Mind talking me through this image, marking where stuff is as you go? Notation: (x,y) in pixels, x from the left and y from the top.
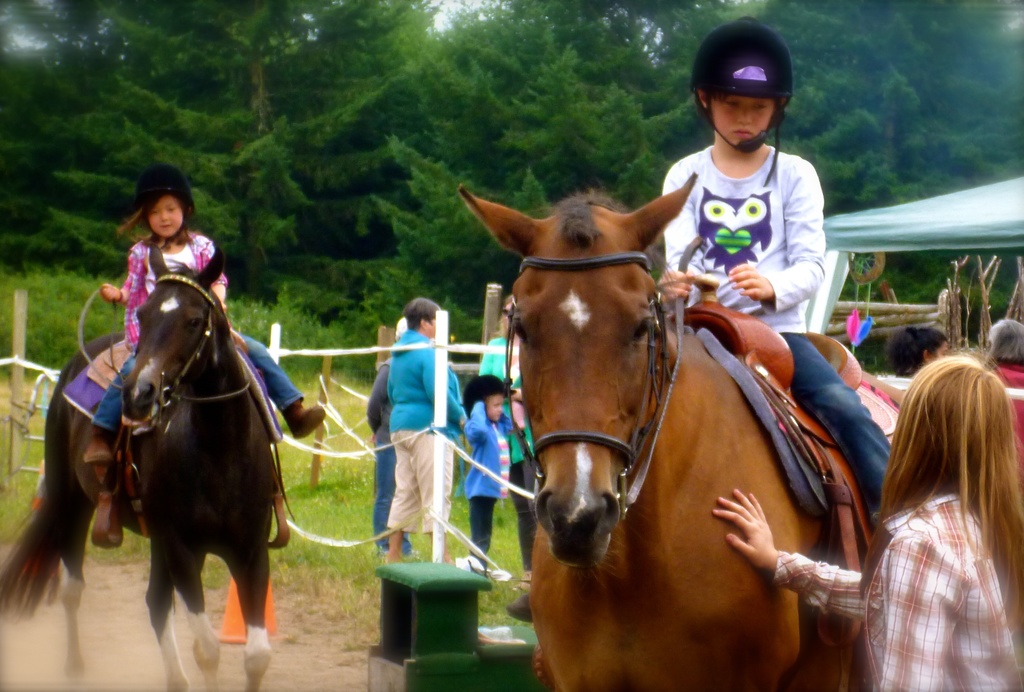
In this picture there are group of people (372,405) those who are standing at the center of the image (514,446) and there are two horses (772,511) in the image, on which there are two children (183,253), they are having a ride on the horses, there are trees (374,131) all around the area of the image and there is a lady (1009,669) who is standing at the right side of the image (910,649), she is touching the horse (675,521) with her hand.
